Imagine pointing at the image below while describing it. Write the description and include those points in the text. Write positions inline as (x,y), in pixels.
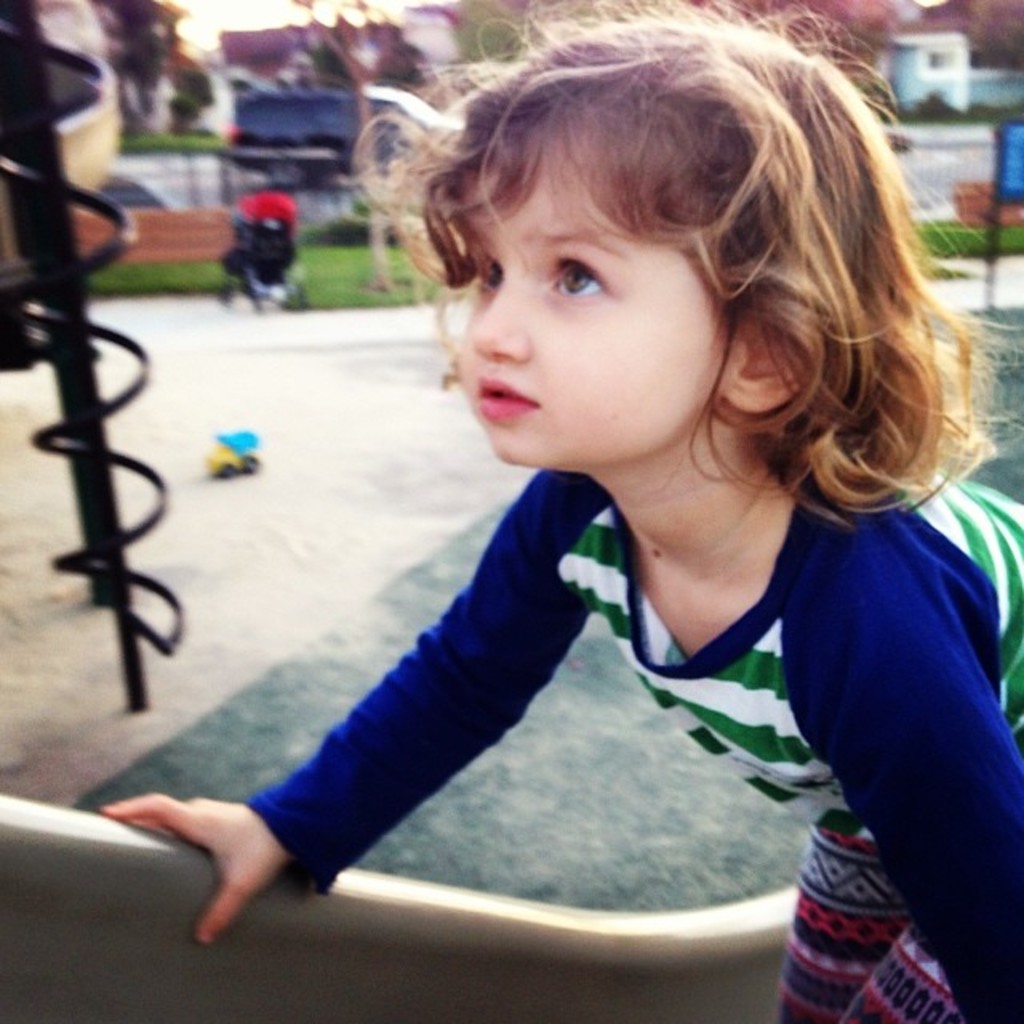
In this picture there is a small girl (456,268) on the right side of the image (766,322) on a slide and there are buildings (244,42) and trees (141,27) in the background area of the image (443,29).
